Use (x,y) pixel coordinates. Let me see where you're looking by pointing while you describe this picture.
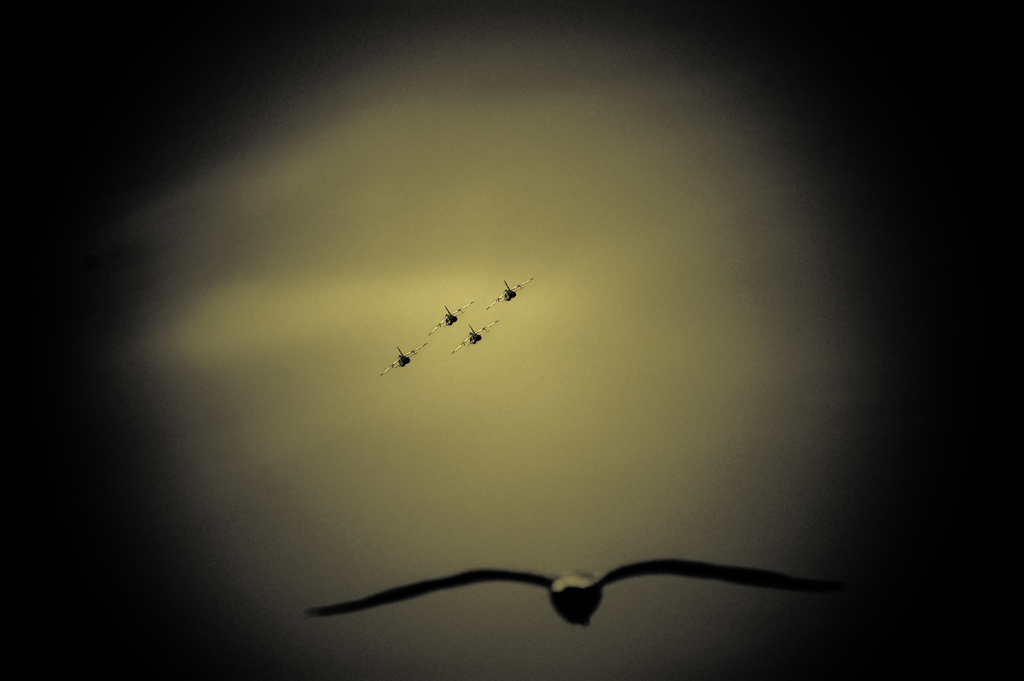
In this picture I can observe four airplanes (451,322). In the background (513,587) there is a sky (449,437) with some clouds (328,304).
